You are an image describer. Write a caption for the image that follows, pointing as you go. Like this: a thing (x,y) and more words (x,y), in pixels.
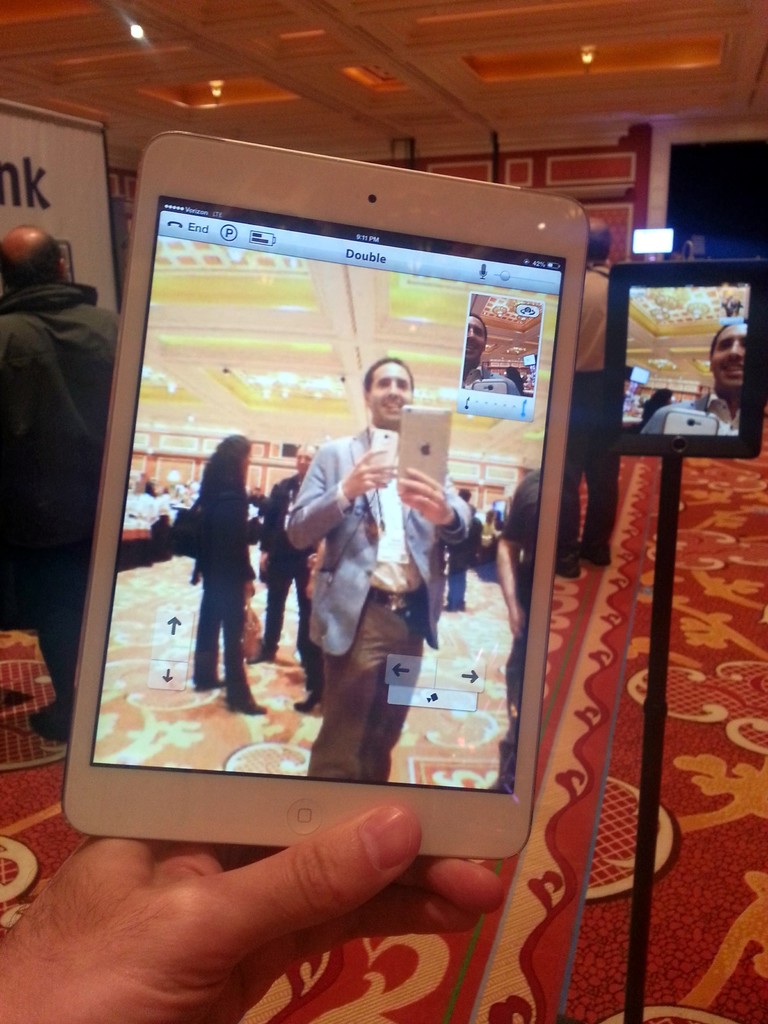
In this image there is a persons hand (345,923) holding a ipad (231,149). In the background of the image (638,140) there is a wall (562,159). At the bottom of the image (571,989) there is a carpet (634,861). At the top of the image (477,39) there is ceiling (593,73) with lights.
